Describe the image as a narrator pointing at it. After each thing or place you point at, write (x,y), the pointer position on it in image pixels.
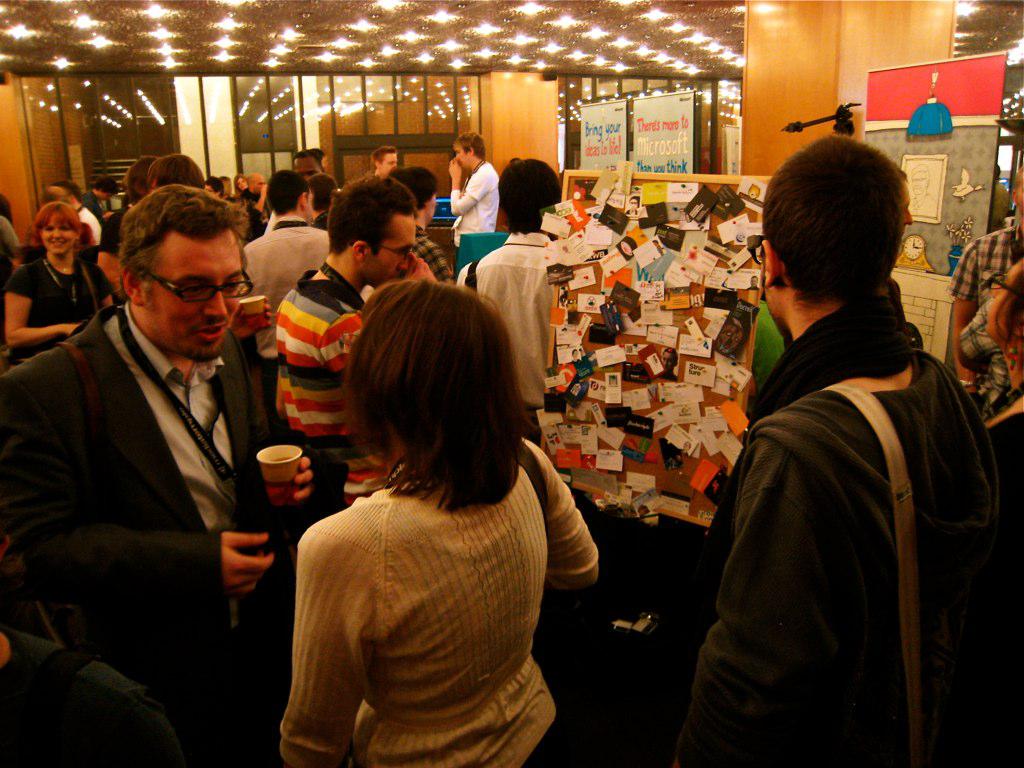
In the middle of the image (532,278) few people (319,764) are standing and holding some cups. Behind them there are some banners (955,88) and wall (515,86). At the top of the image (16,24) there is ceiling (28,19) and lights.
